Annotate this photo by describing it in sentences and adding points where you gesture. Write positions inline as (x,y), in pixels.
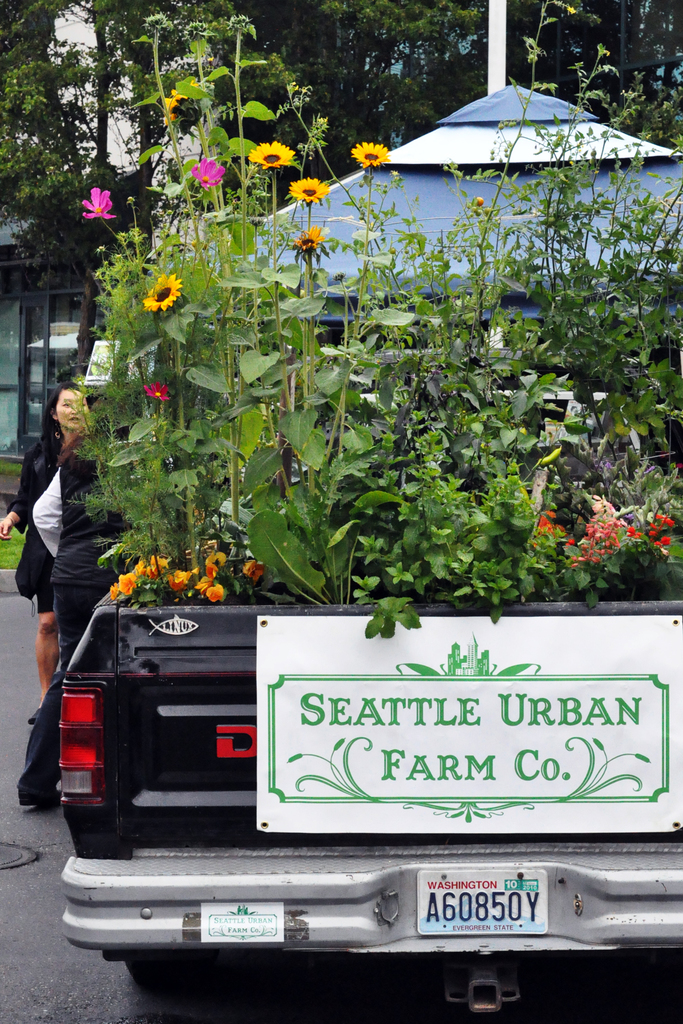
In the center of the image (354,427) we can see trees (287,430) and plants (457,577) placed in the vehicle (544,605). On the left side of the image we can see person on the road (18,885). In the background (126,202) we can see tent (296,206), buildings (6,263), trees (65,115) and sky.
